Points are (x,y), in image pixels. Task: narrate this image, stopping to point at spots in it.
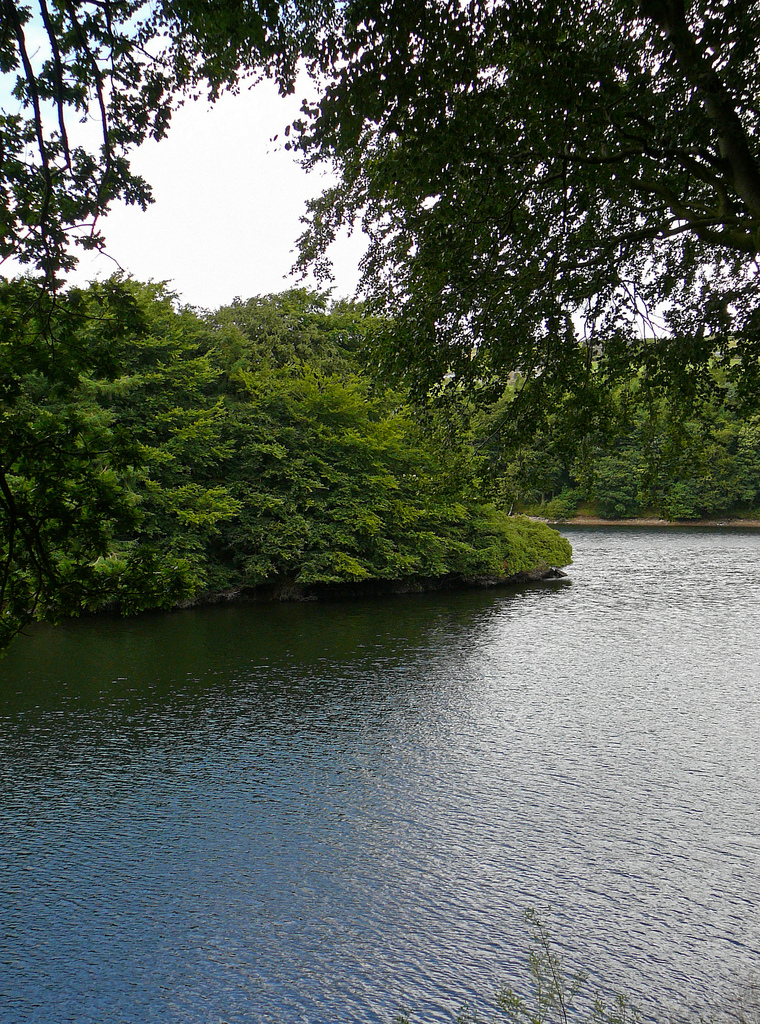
In this image there is water (509,807), in the background of the image (471,514) there are trees (445,383).
